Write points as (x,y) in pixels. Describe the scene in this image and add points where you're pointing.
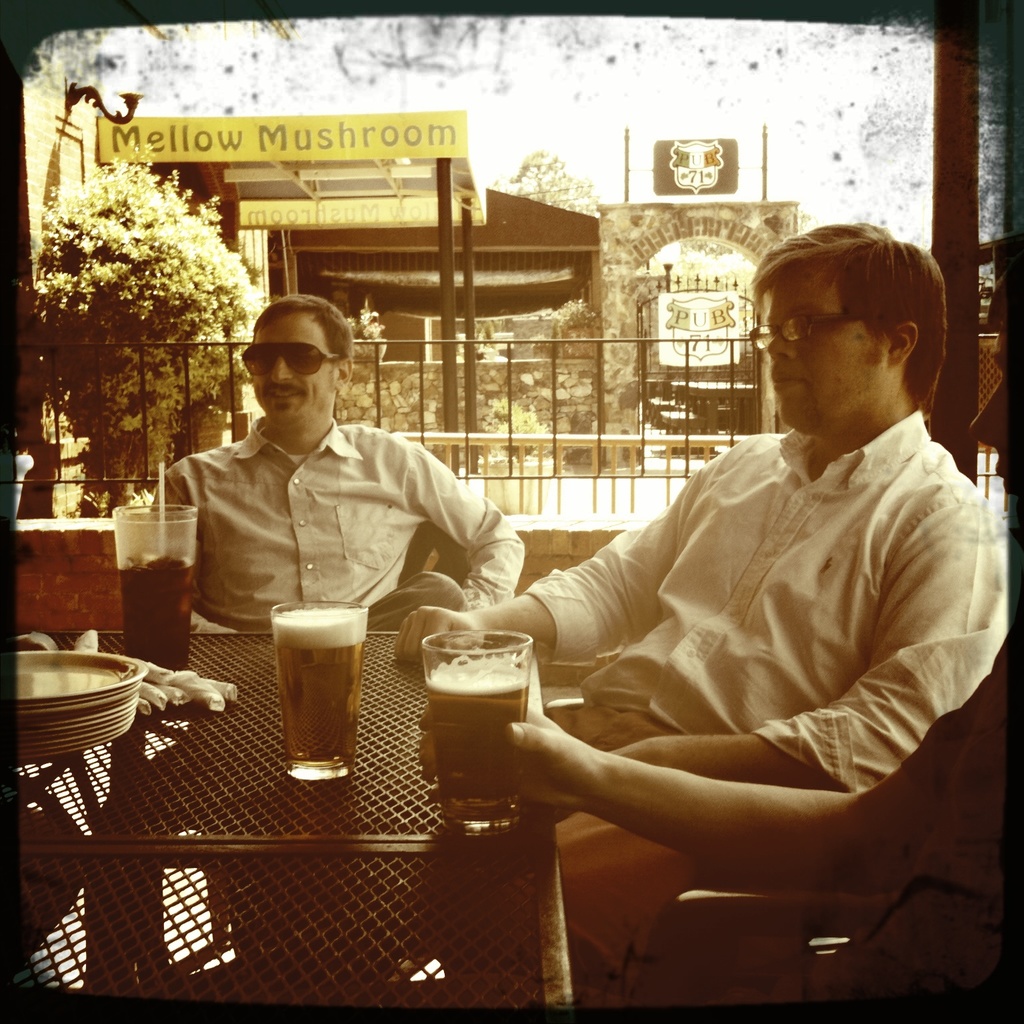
In this image we can see the people (622,544) sitting on the chairs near the table (245,754), on the table (408,725) there are glasses (478,681), plates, straws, drink (161,650) and few objects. In the background (550,552), we can see the wall (563,541) with a fence (505,438) and board (321,149) with text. There is a shed (348,190), gate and the sky (523,122).
